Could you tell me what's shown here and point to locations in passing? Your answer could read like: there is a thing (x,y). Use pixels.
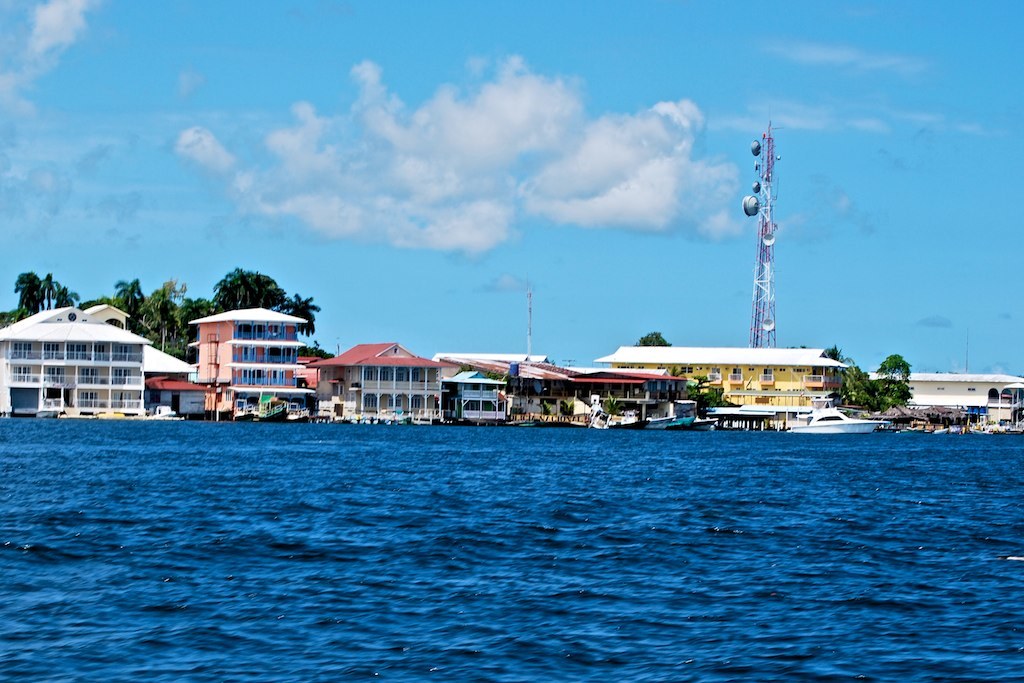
In this image in the front (517,524) there is water (487,499). In the background (278,385) there are buildings (607,377), there is a tower (768,269) and there are trees (142,317) and the sky (439,255) is cloudy.
